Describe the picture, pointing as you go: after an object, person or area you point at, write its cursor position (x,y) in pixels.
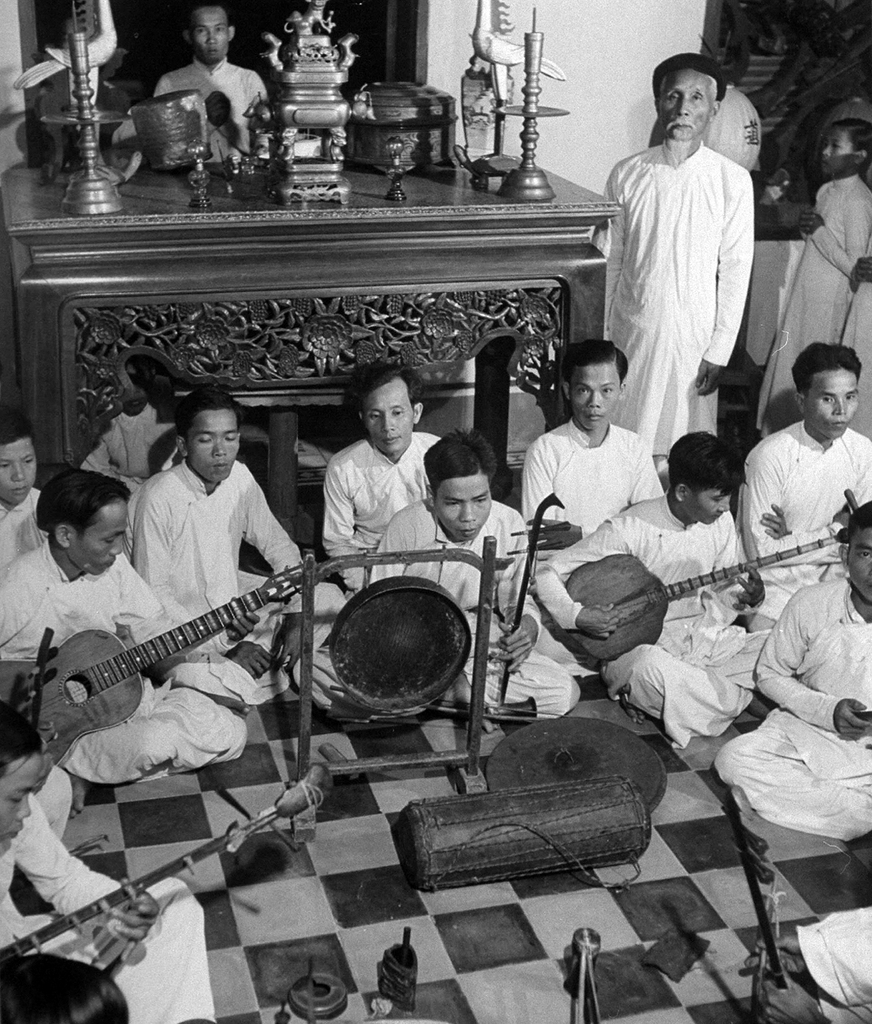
In this image I see number of people (818,442) in which most of them are sitting and few of them are standing. I can also see a table (248,302) over here on which there are few things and I see that few of them are holding the musical instruments (520,532).
